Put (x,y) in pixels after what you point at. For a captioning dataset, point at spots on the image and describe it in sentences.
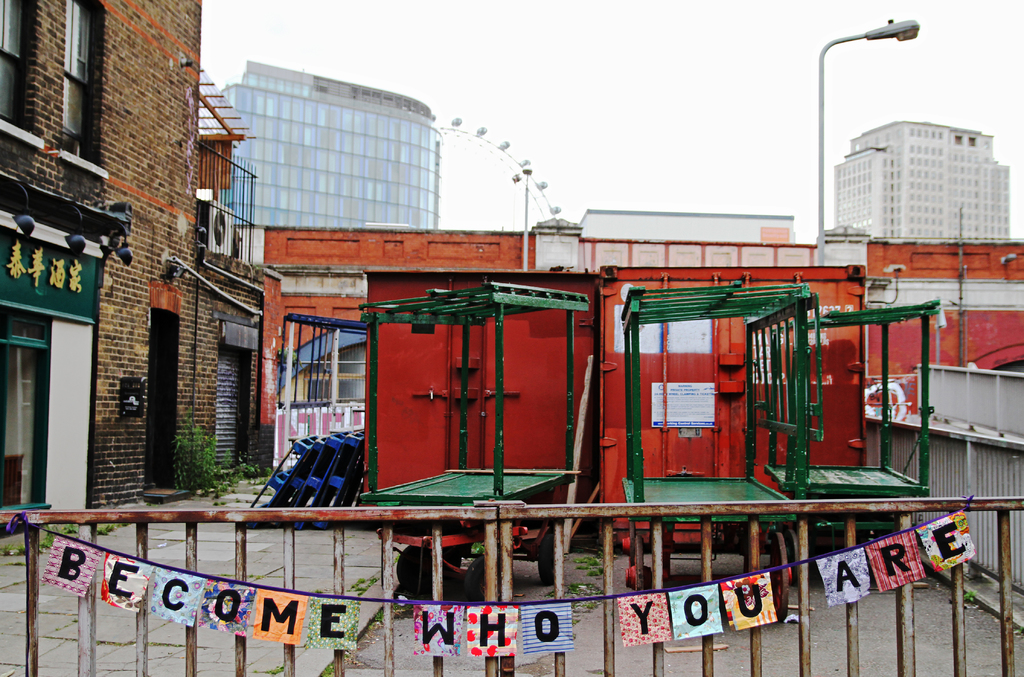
At the bottom of the image (344,578) there is a gate (39,523) on which there are alphabets (645,624) on the papers (843,585). In the center of the image (497,309) there are carts (433,310). There are buildings (895,242). There is a light pole (819,261). In the background of the image (503,43) there is sky (394,45) and building (304,141).
